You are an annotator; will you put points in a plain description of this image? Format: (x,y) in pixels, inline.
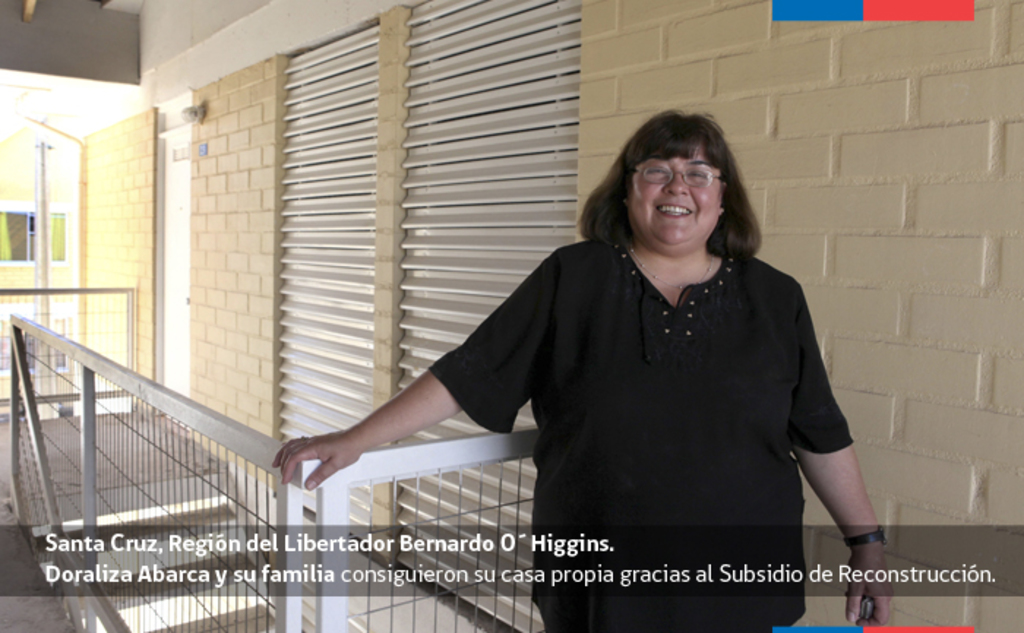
In the picture we can see a woman (658,410) standing near the railing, behind it we can see a wall (793,100) with shutters (450,426) and door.
